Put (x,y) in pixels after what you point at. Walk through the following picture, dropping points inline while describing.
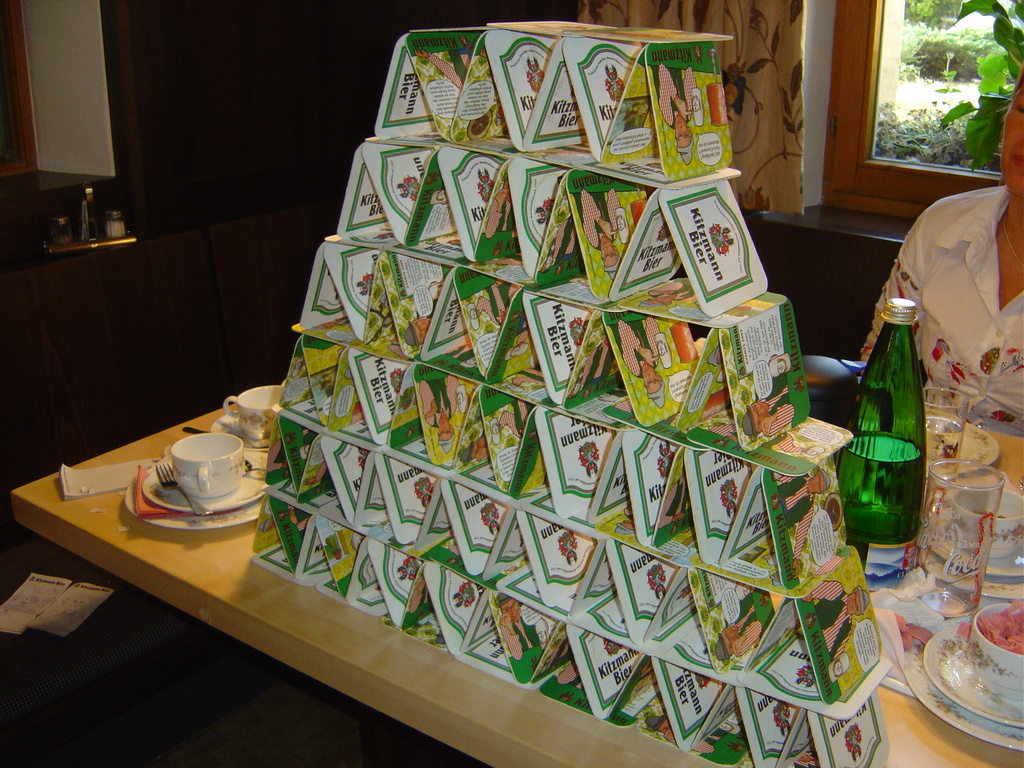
In this image I can see a person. On the table (223,535) there is a cards (717,662), cup (219,466), saucer (933,666), spoon (252,468), fork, tissues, bottle (892,454) and a glass (950,535). The cards (563,576) are arranged in a row. At the back side (857,142) there is a window (879,75) and a trees (986,84). There is a brown curtain (758,94).
